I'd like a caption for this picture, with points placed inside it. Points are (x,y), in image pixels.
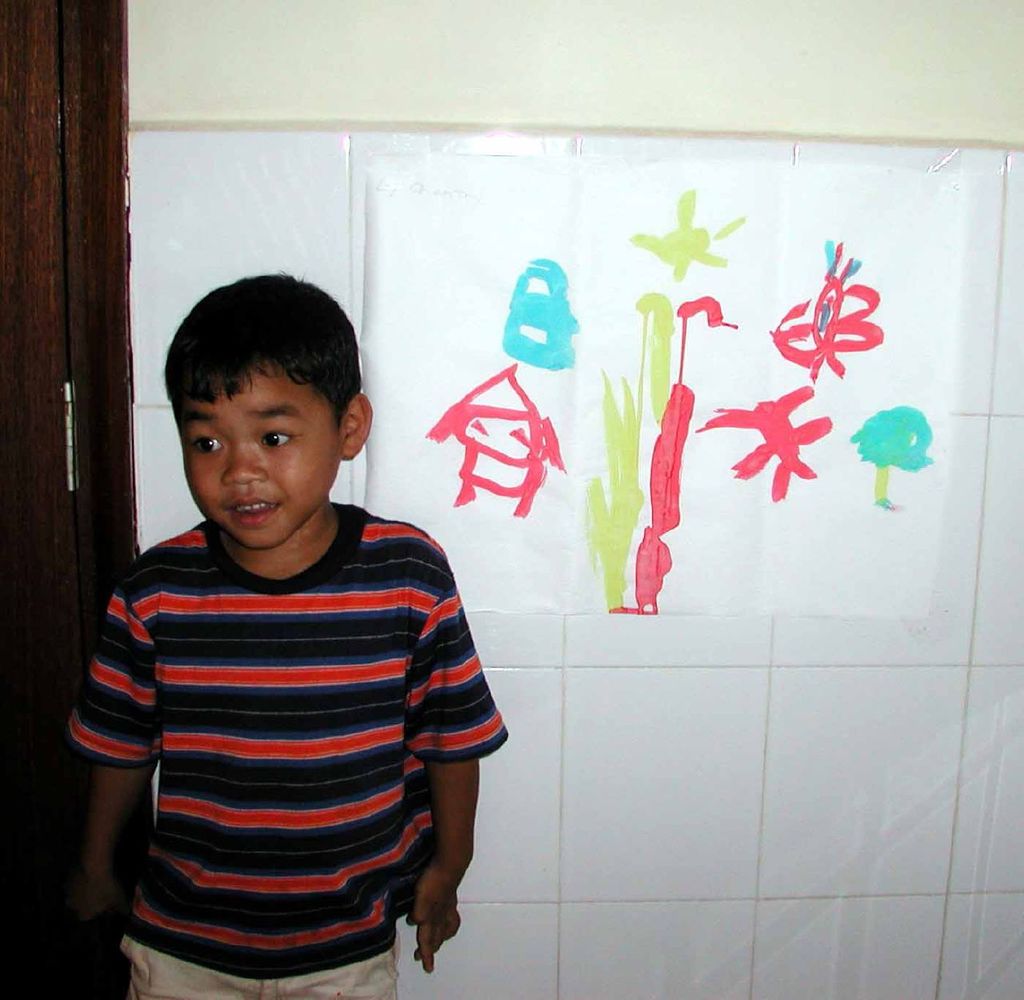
In the image in the center (348,334) we can see one boy (325,763) standing. In the background (844,479) there is a wall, paper (798,382) and wood (31,192). And we can see some painting (666,247) on the paper (488,486).
